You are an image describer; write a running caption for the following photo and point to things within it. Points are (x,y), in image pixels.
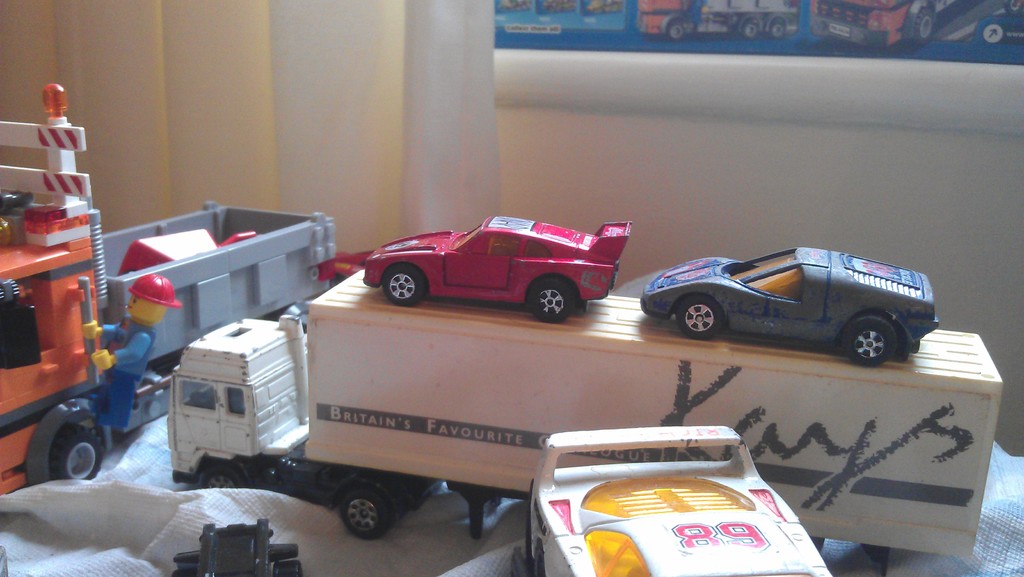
In this image we can see a group of toy vehicles (840,458) placed on a table (919,575). In the background (989,44), we can see a photo (914,36) and curtain (412,105).
